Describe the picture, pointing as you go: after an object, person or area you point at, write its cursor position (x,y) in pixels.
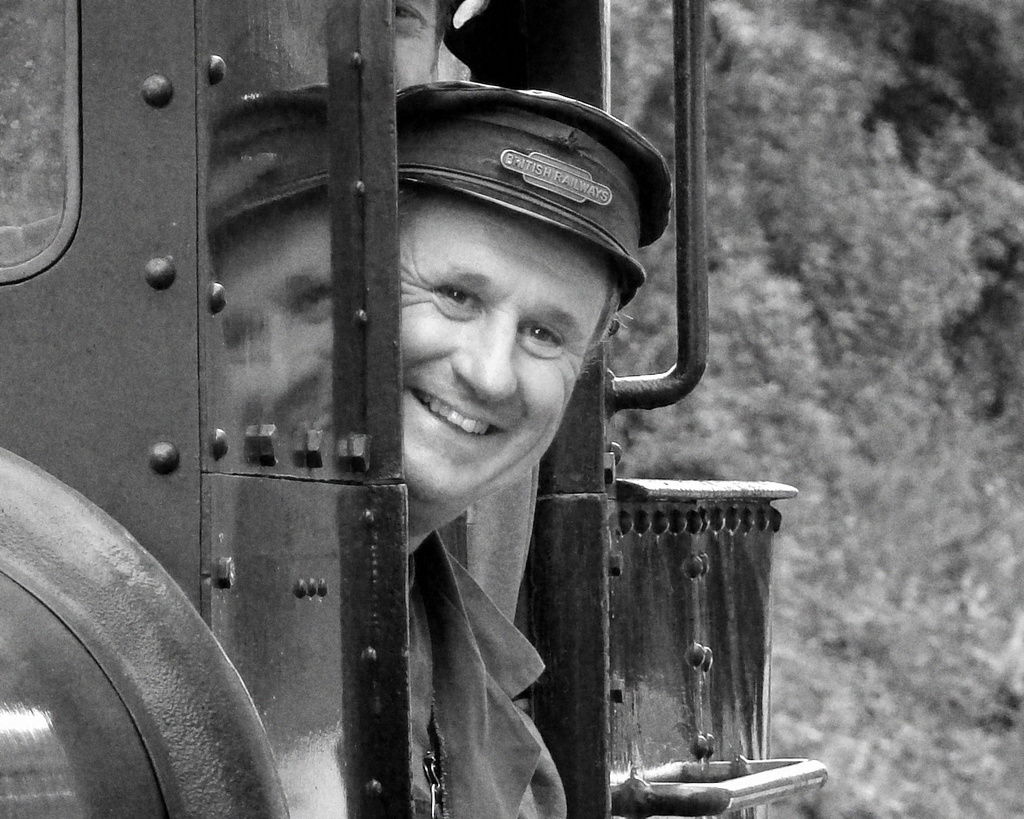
In this image I see a man (490,152) over here who is smiling and I see that he is wearing a cap (529,129) and I see a human face (421,66) over here and I see that they're in a vehicle (609,466) and I see that this image is black and white.
